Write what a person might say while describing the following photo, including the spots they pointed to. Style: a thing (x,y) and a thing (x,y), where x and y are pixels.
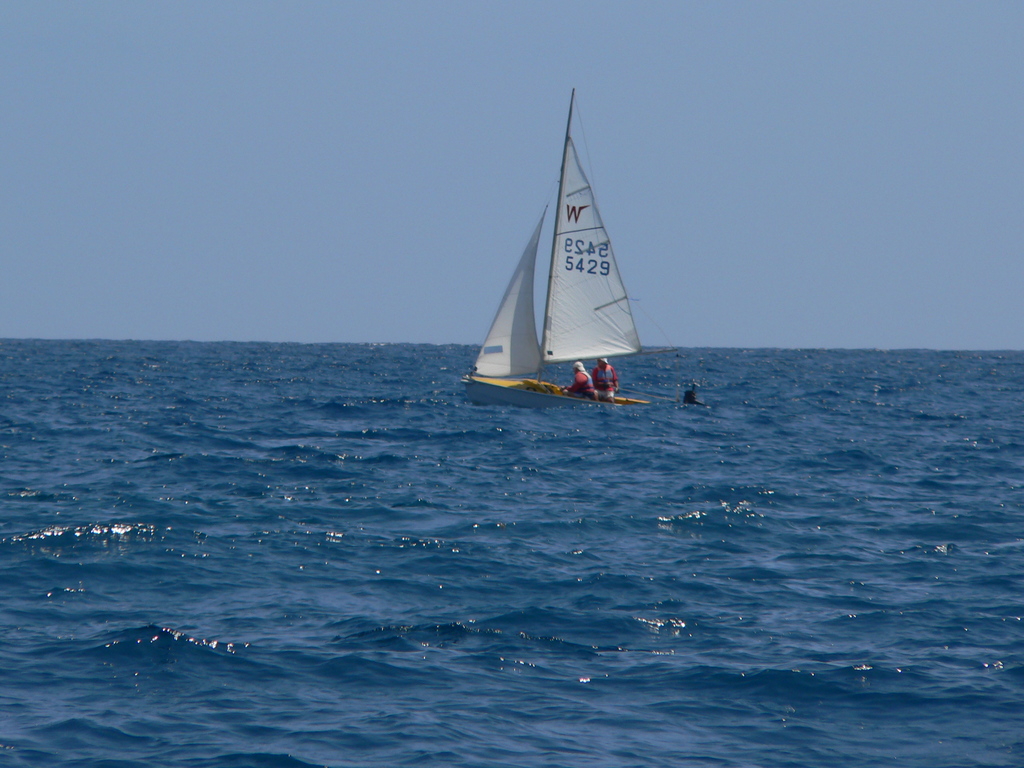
In this picture we can see two people (597,380) on a boat (501,367) and this boat (501,367) is on water (373,449) and in the background (185,230) we can see the sky (551,202).
